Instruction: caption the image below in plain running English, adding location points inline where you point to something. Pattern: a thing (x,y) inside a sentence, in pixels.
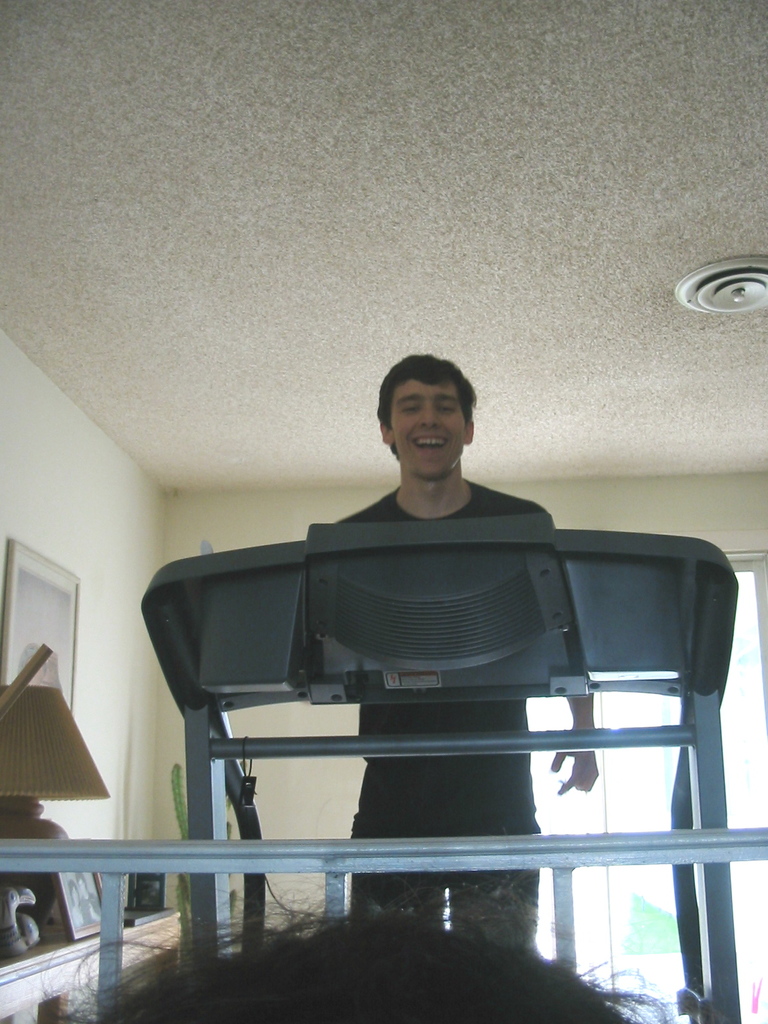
Here we can see a person (452,803). On this table (39,949) there is a picture (94,928), lamp (17,874) and objects (30,937). Picture (30,625) is on the wall (44,476).
